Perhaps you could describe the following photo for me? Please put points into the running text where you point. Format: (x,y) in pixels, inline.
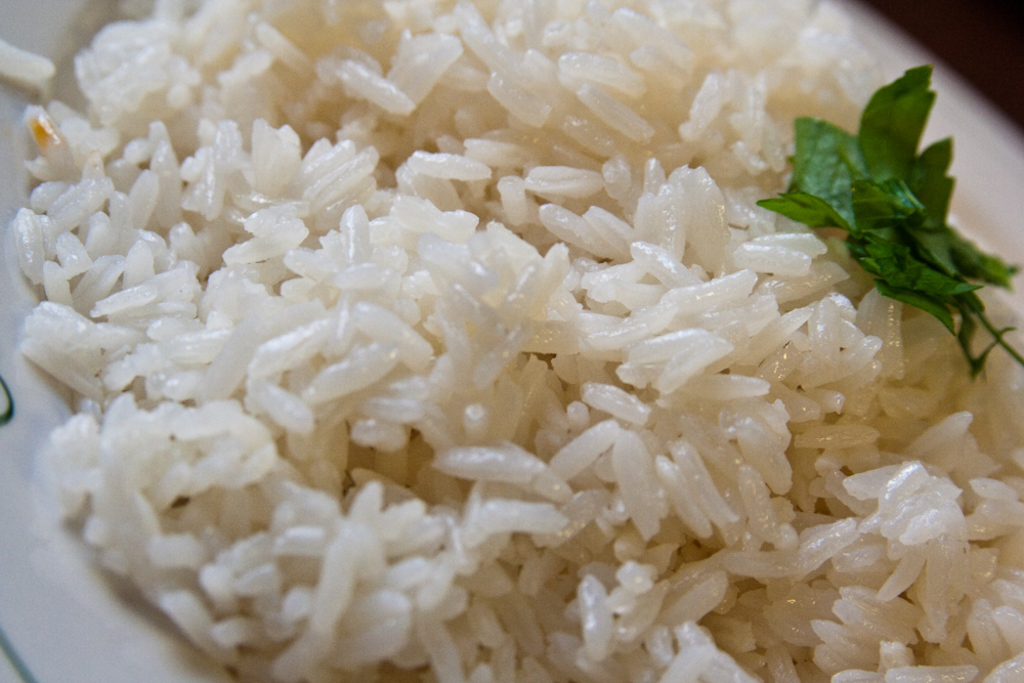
In this picture there is rice (491,323) in a plate (22,627).
